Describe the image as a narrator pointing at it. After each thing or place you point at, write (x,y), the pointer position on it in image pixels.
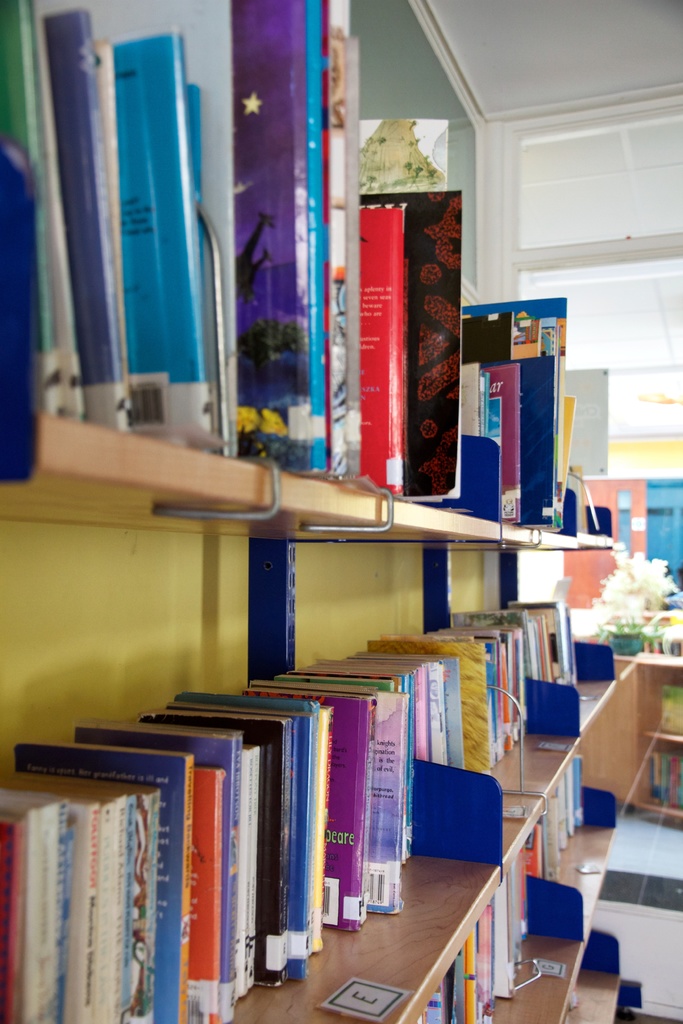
In this image there are wooden racks (459,925) on which there are so many books (417,662). In the background (648,631) there is a flower pot (645,605) on the table (658,660). At the top (572,61) there is ceiling (577,93).
